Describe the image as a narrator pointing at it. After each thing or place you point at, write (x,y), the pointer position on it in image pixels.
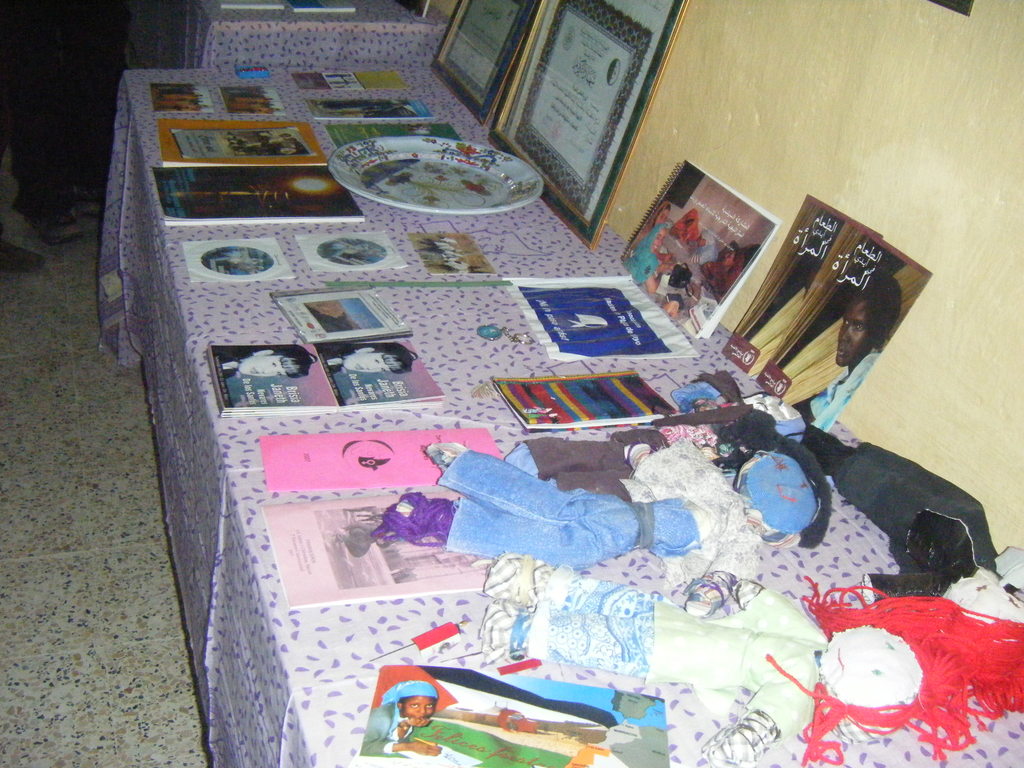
In this image we can see a platform (257,278) with cloth (316,631). On that there are toys (593,517), books (405,353), plate (419,183), photo frames (641,18) and many other things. On the right side (859,119) there is a wall (828,110).
